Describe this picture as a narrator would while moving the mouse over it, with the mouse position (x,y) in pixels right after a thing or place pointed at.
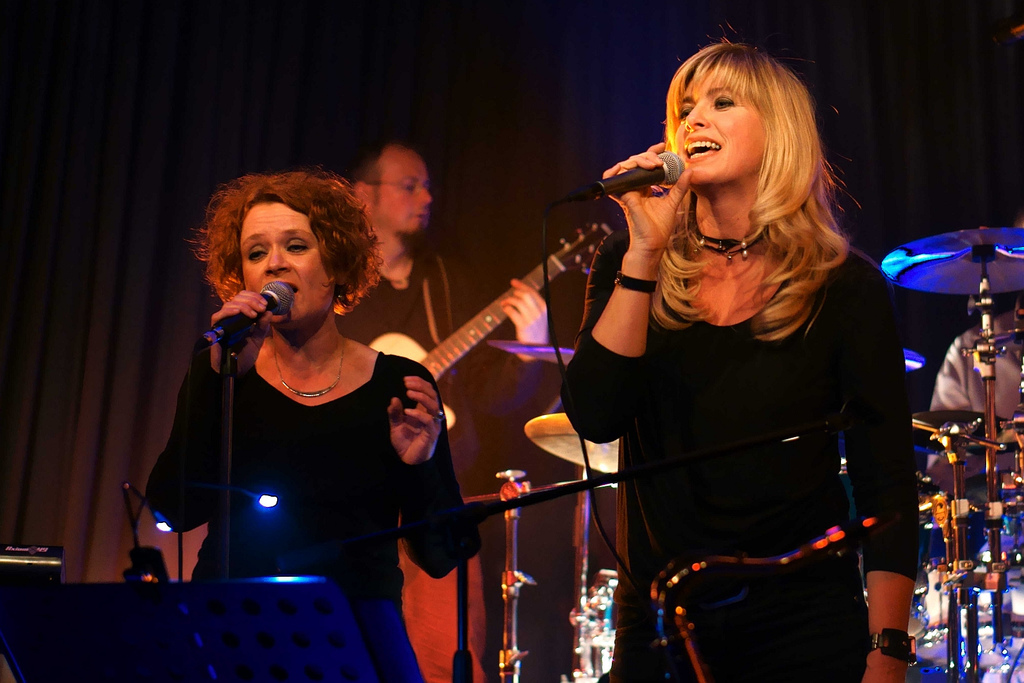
As we can see in the image there are three people (422,312). two of them are singing a song on mic (229,322) and one man (515,291) is playing guitar (511,294). On the right side (968,250) there are musical drums (953,465).
